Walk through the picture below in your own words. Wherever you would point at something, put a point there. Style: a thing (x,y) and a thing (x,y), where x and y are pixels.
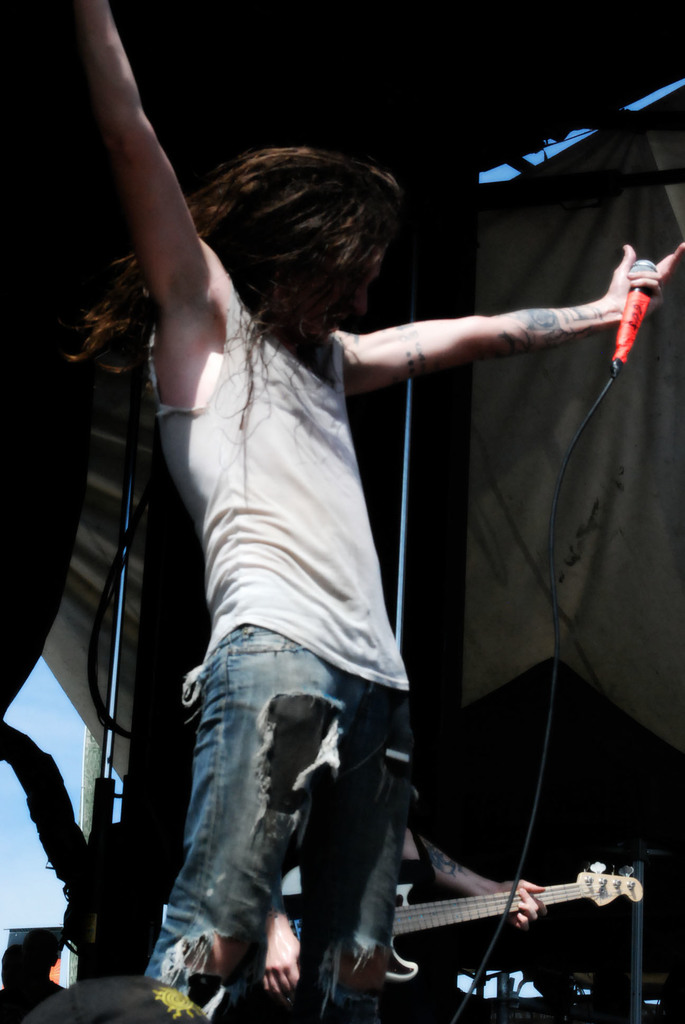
This is a picture of a person (328,744) who wore a white color shirt (355,576) and blue jeans (239,829) holding a mike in his left hand (614,305) and has some tattoo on his left hand (618,269) and behind there is a person (517,925) holding a guitar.
